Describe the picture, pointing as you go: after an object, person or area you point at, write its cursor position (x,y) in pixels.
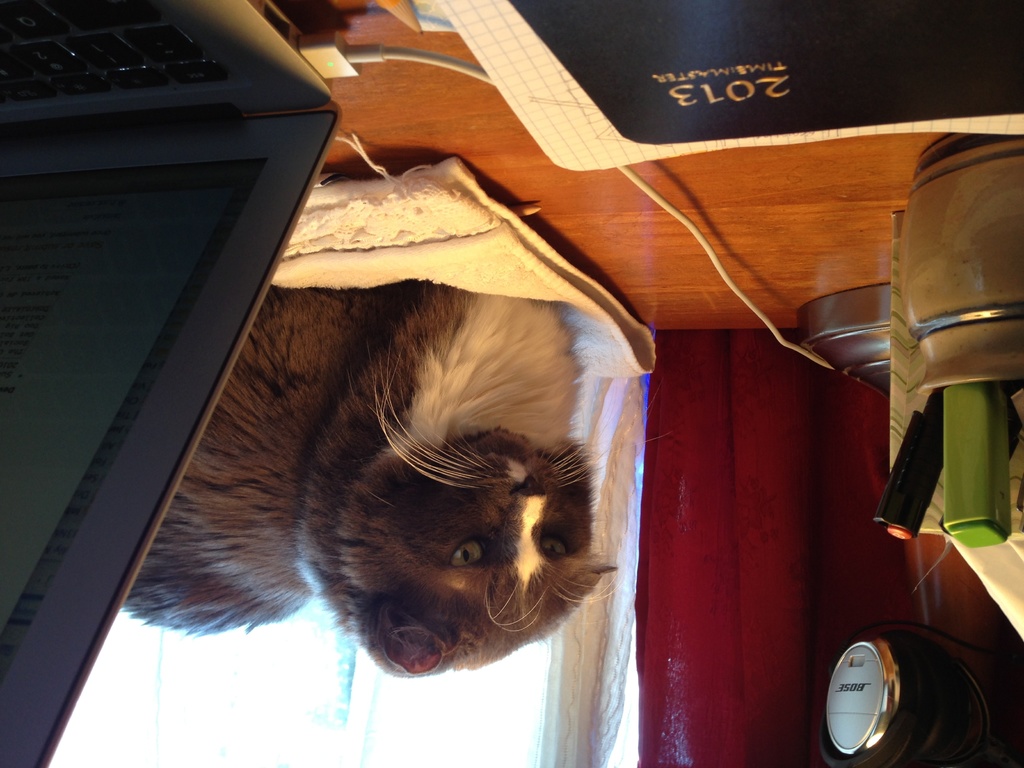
In this image there is a cat (436,296) on the towel (390,257) which is placed on the wooden table (696,248) and on the table (669,297) there is a laptop (296,84) with a charger (432,61), a diary (713,116), paper (565,127), pencil (410,15) and a steel jar (969,296) with markers (949,481). In the background (708,515) there is a white and the maroon curtain (712,663).
